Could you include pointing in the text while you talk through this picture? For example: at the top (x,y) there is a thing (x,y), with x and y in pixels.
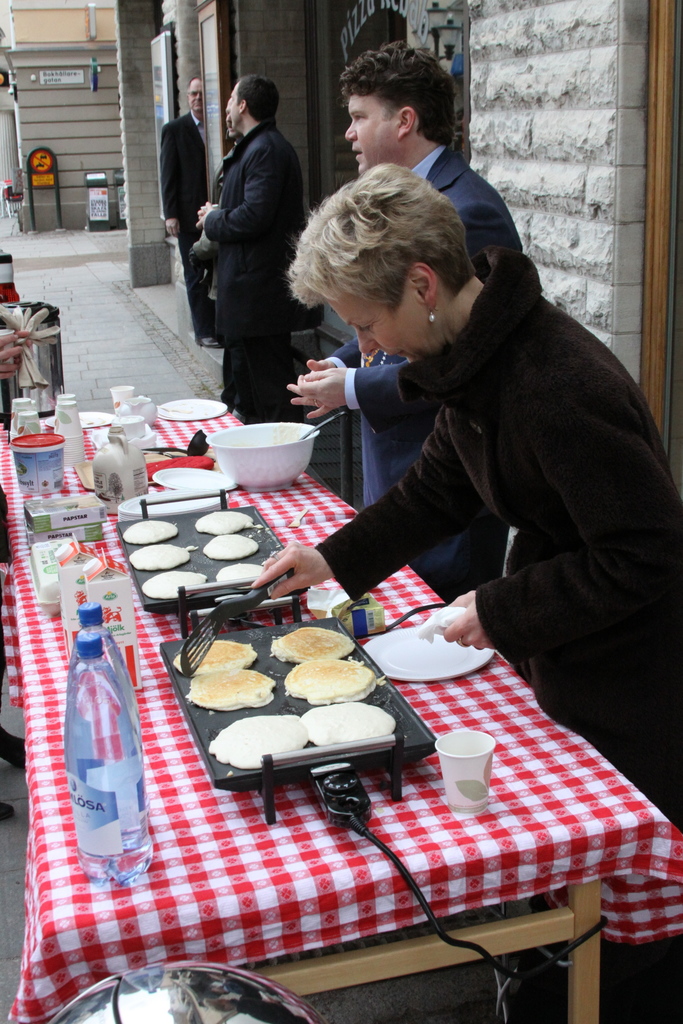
In this picture, in front (237,889) we see a table (257,919) which is covered with red and white color cloth (572,792). On top of the table (167,801), we can see electric griddle (201,722), on which pancakes (323,673) are doing and we have two electric griddles (190,587), and the woman (433,452) on the right most of this picture (526,451) in black color dress (527,468) is holding spatula (280,580) in her hand (309,583). Next to her, left of her, we can see a man (372,390) wearing blue dress (365,405) is holding something in his hand (305,378). To the left of him, we can see the other man (246,218) wearing black color jacket (245,235). Here in this picture we have five people (467,235). Out of them, four (247,166) are men (274,152) and one woman (478,323). On the table (148,420), we can see bowl (242,445), spoon (322,426), plate (408,656), cup (462,750), water bottle (125,766), and a container (126,459). Behind these people (478,214) we see a wall (568,119) made of white bricks (565,117) and also a door (363,38) in which pizza is written on it. On background of this picture (84,55), we can see a wall (87,103) which is beige color and also parking board (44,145) and dustbin (87,218).
